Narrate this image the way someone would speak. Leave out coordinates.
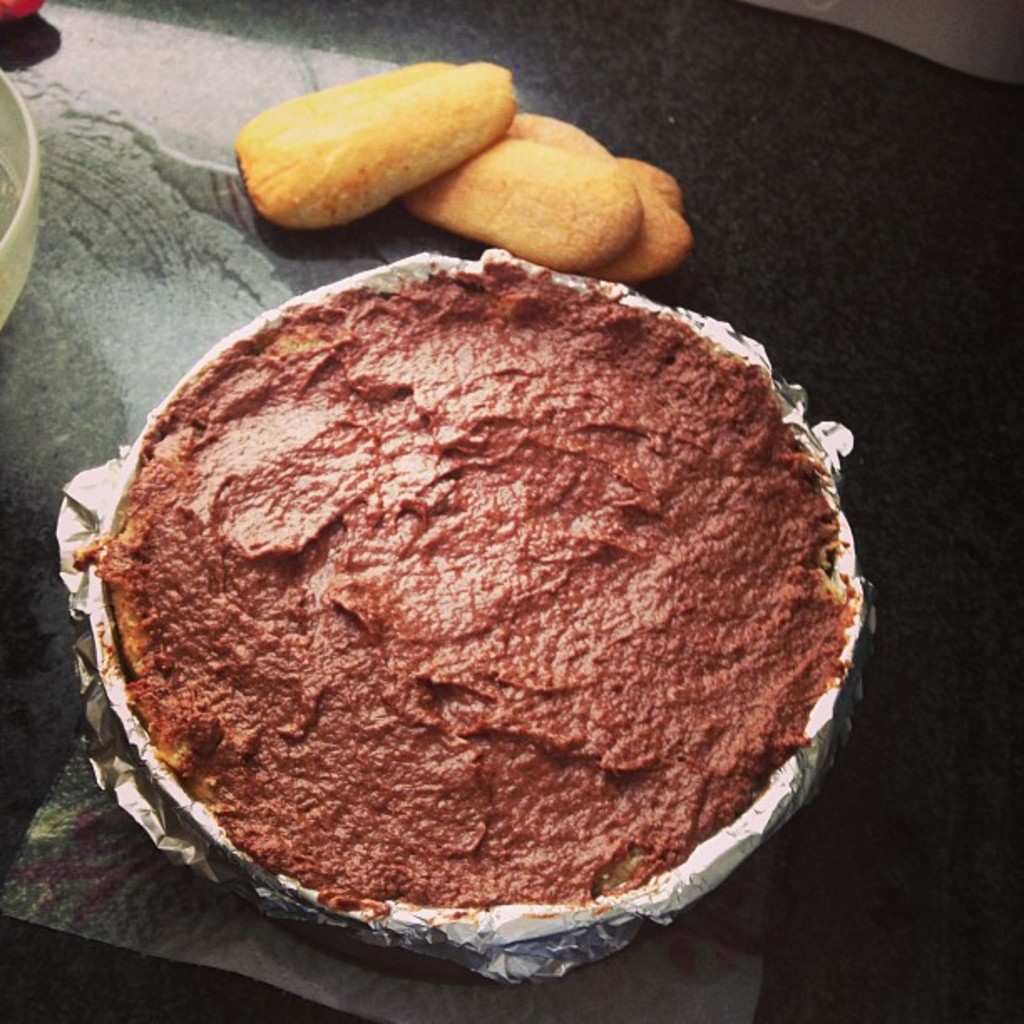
In the center of the image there is some food item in a vessel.
